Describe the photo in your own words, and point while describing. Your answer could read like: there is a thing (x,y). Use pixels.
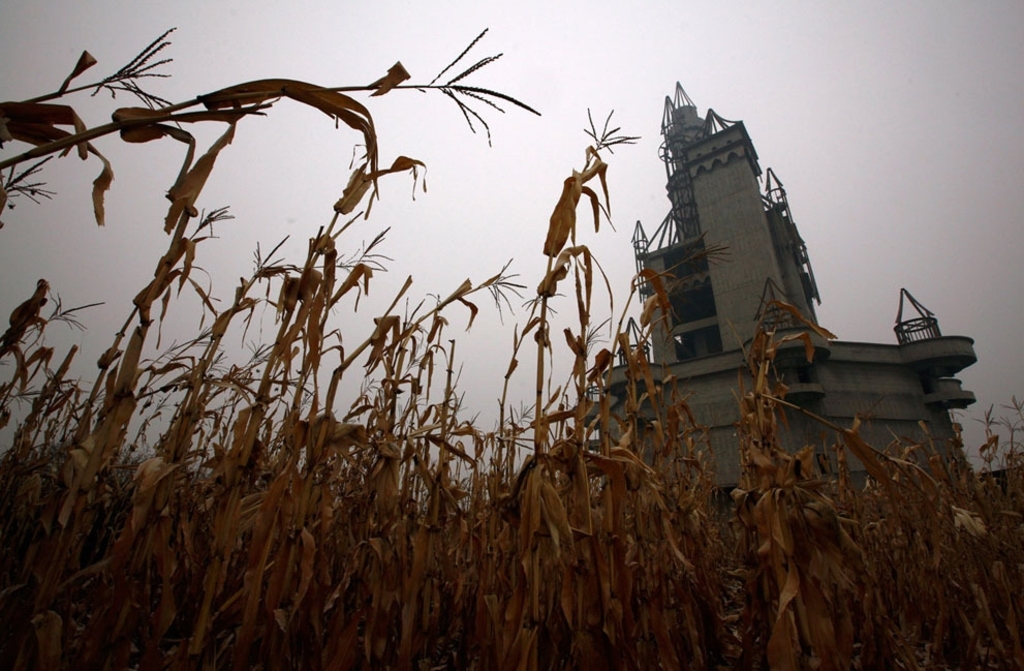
On the right side of the image (772,230) a building (686,229) is there. At the bottom of the image (427,569) we can see some plants (401,427). At the top of the image (568,40) we can see the sky (656,220).
